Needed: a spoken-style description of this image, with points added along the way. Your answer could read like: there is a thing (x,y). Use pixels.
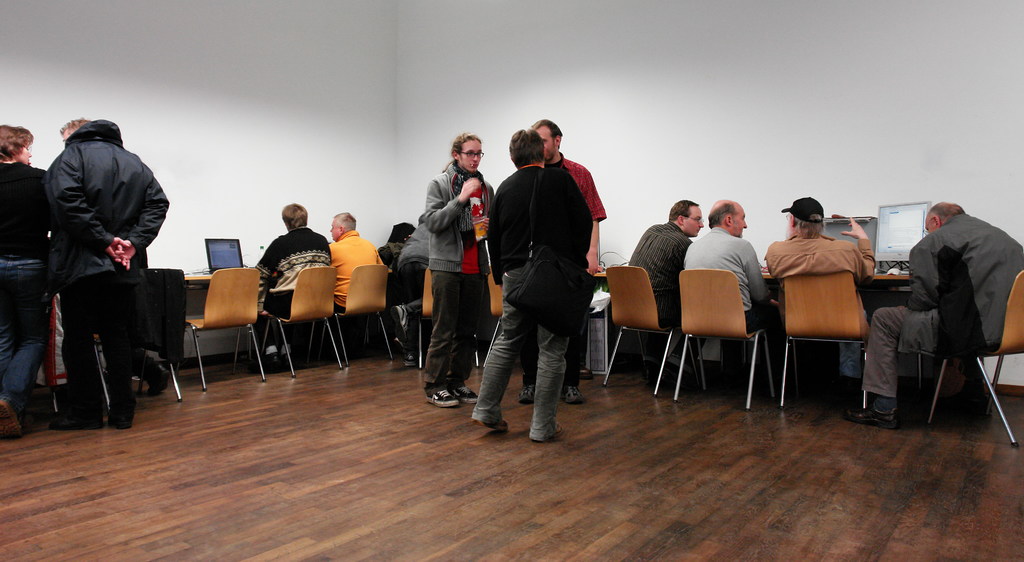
Group of people (953,286) are sitting on a chair (321,275). In-front of them there is a table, on a table (185,278) there is a laptop (241,262) and monitor (903,238). Few persons (547,232) are standing. This person (505,303) wore a bag (585,286). This person (460,320) is holding a drink (484,232). This person (477,285) wore a jacket (93,178).
